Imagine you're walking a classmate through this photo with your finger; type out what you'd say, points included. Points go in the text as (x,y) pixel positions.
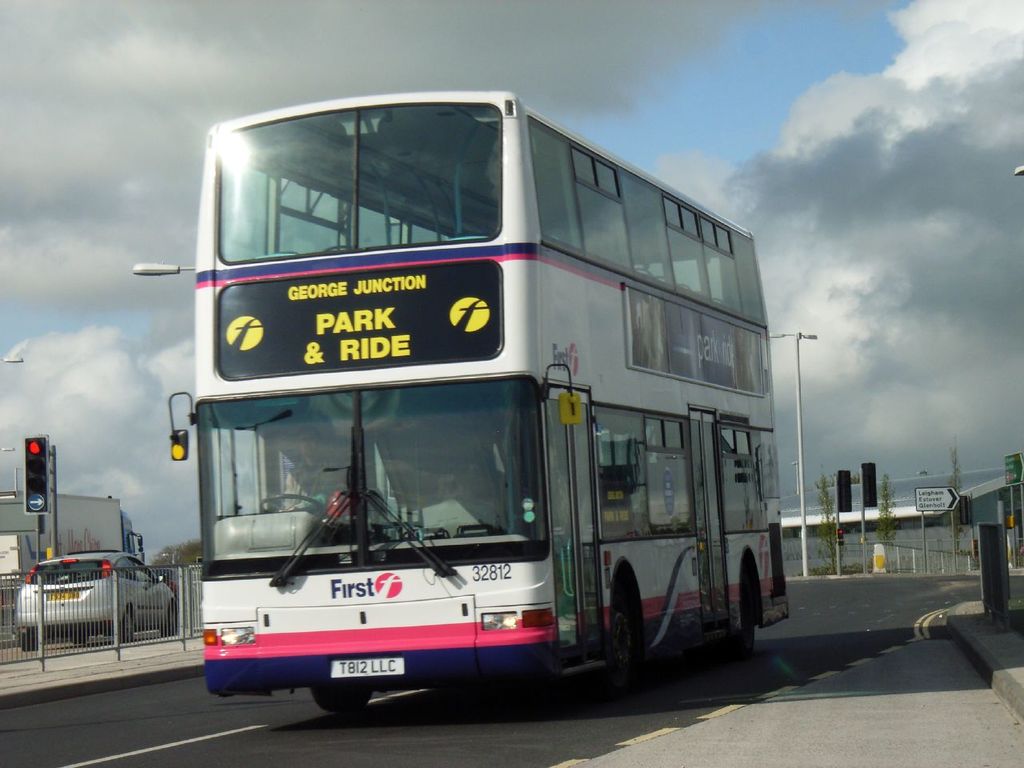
In this image there is a road (437,707) on which there is a double decker bus (523,491). In the background (850,502) there are traffic signal lights (864,486). On the left side (114,600) there is a footpath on which there is a fence (131,600). Beside the fence (122,569) there is a car (100,560) on the road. At the top (70,252) there is the sky (39,283). There are buildings (858,516) on the right side (975,497).
